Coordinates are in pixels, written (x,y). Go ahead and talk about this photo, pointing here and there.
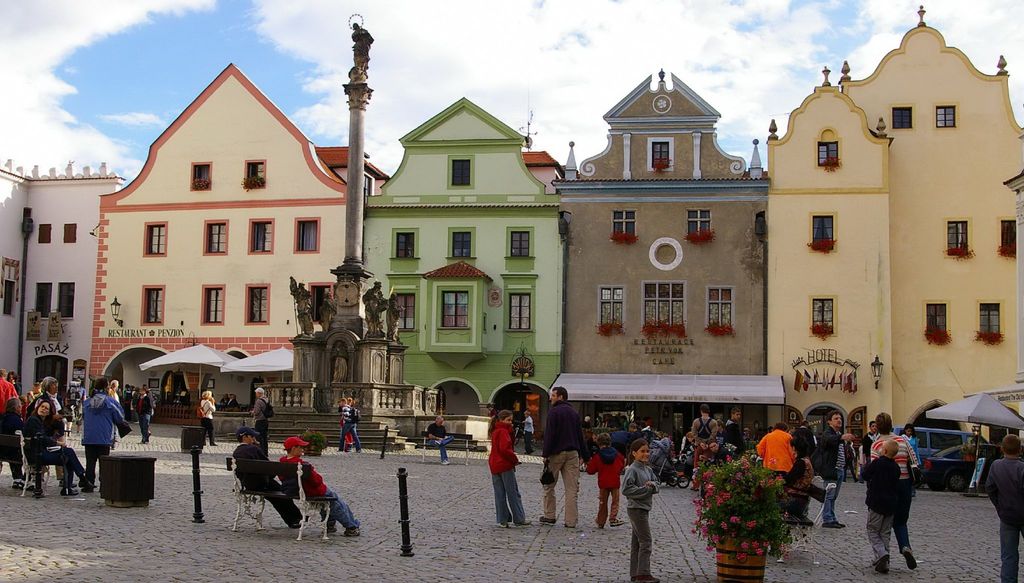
In this image, I can see few people (146,415) standing and few people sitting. At the bottom of the image (722,577), I can see a flower pot (731,544) with a plant (739,496). On the right side of the image (941,442), there are two cars (944,474) on the road (946,488). There are buildings (528,270) with windows (403,244), patio umbrellas (243,367) and sculptures (337,365). In the background (281,55), there is the sky (630,48).
